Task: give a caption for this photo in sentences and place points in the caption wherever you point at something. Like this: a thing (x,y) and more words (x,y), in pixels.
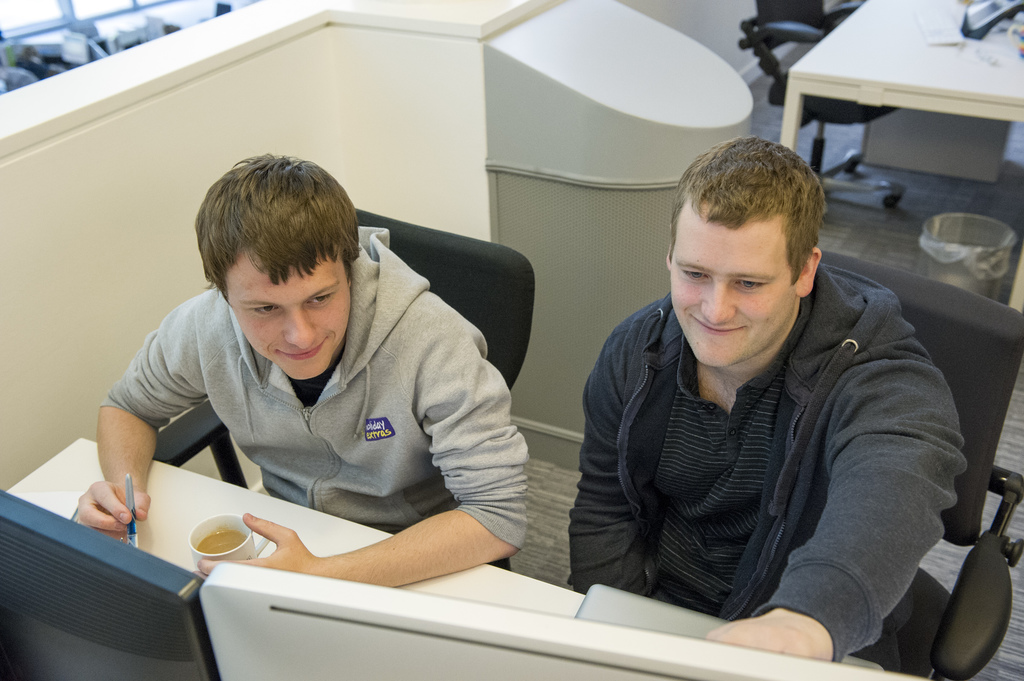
I think this picture is taken in an office (544,103). There are two men (744,493) sitting on chairs (488,299) and leaning on a table (188,500). A person (401,475) to the left (331,203), he is wearing a grey sweater (388,276) and holding a cup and a pen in his hands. A person (740,459) to the right (759,457) he is wearing a black sweater (803,402) and black T shirt (758,421). There are two monitors (18,577) before them. In the background (759,25) there is a chair (772,32), table (882,98), a dustbin (961,250) and a cubicle board (98,163).
